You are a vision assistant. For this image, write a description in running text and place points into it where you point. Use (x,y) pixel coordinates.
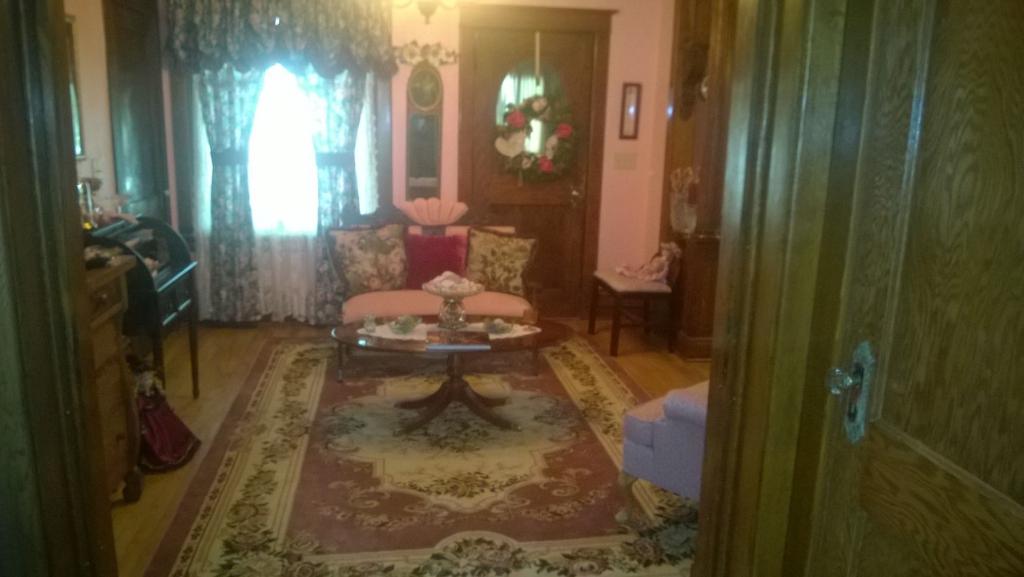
In the image in the center (511,302) we can see sofa (515,301), carpet (339,419) and table (459,364). On the table (427,342), we can see flower vase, bowl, flower vase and few other objects (440,344). On the right side (861,456) there is a door (943,442). In the background (453,97) we can see a wall (625,44), door (555,72), mirror (429,162), flower garland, curtain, window (294,167), table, bag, chairs (692,411), toy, light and few other objects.
